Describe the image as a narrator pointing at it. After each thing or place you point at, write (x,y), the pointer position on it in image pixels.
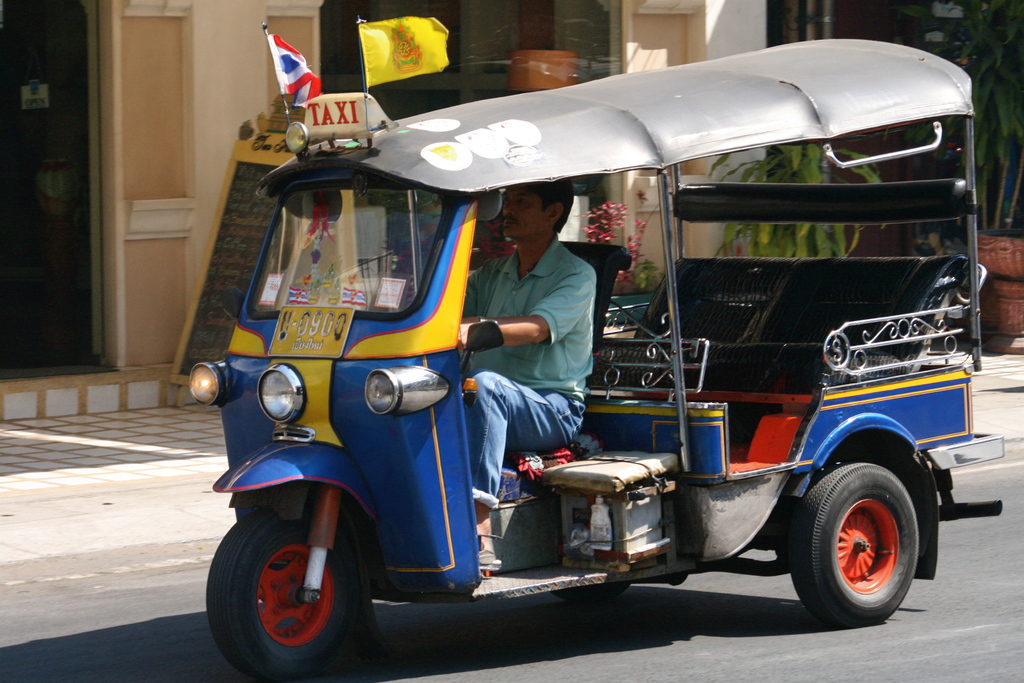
In this picture I can see there is an auto (810,332) and there is a person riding it. There is a building (333,79) in the backdrop (80,126) with doors (13,318) and windows (551,56).
